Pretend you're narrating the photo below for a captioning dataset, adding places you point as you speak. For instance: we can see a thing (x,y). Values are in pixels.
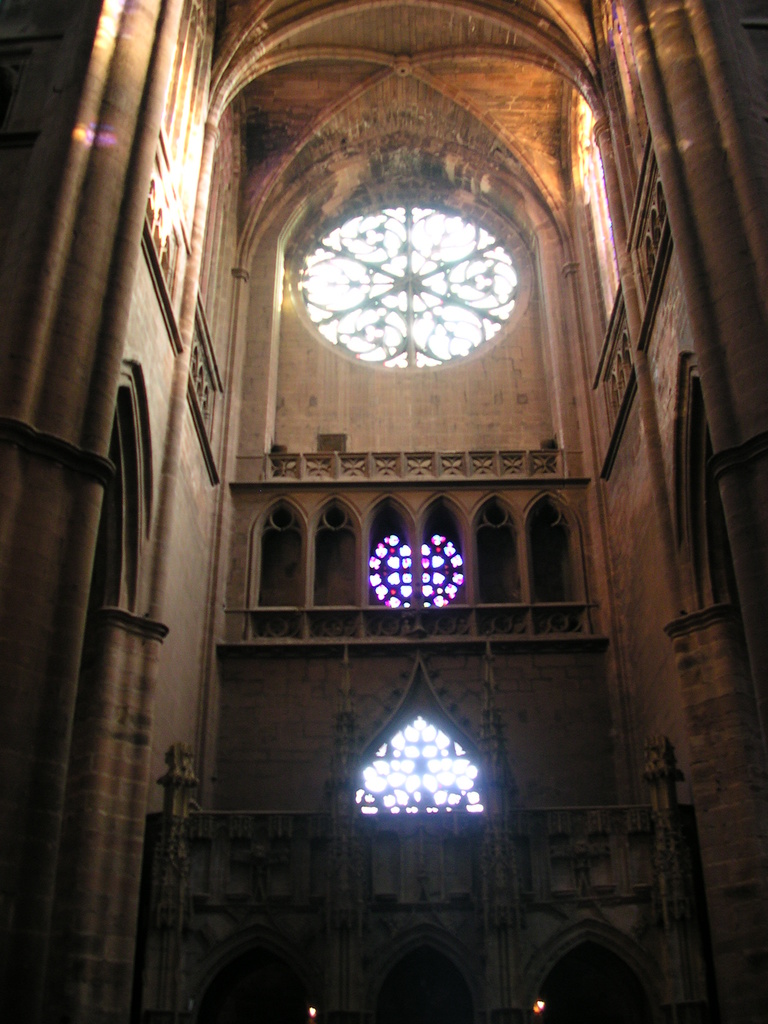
In this image I can see an interior view of a building (481,482). At the top (373,335) I can see a window (349,286).
